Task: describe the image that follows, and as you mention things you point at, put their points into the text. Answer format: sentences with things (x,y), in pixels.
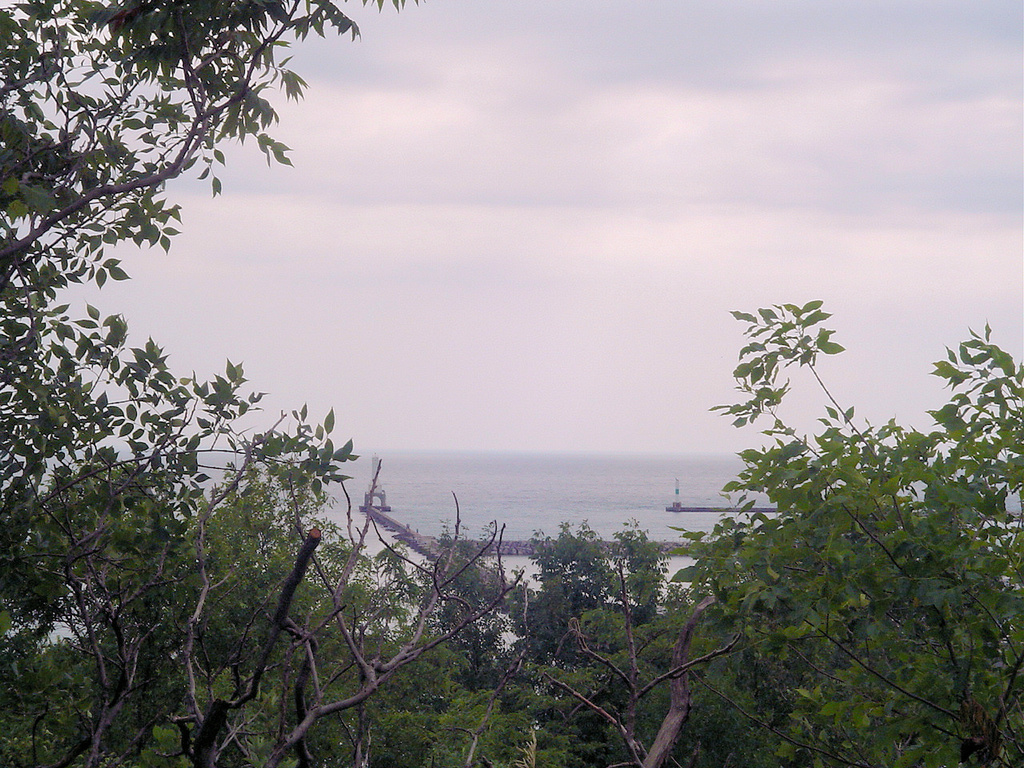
This picture shows trees (533,598) and we see water (450,471) and a cloudy sky (556,338).
